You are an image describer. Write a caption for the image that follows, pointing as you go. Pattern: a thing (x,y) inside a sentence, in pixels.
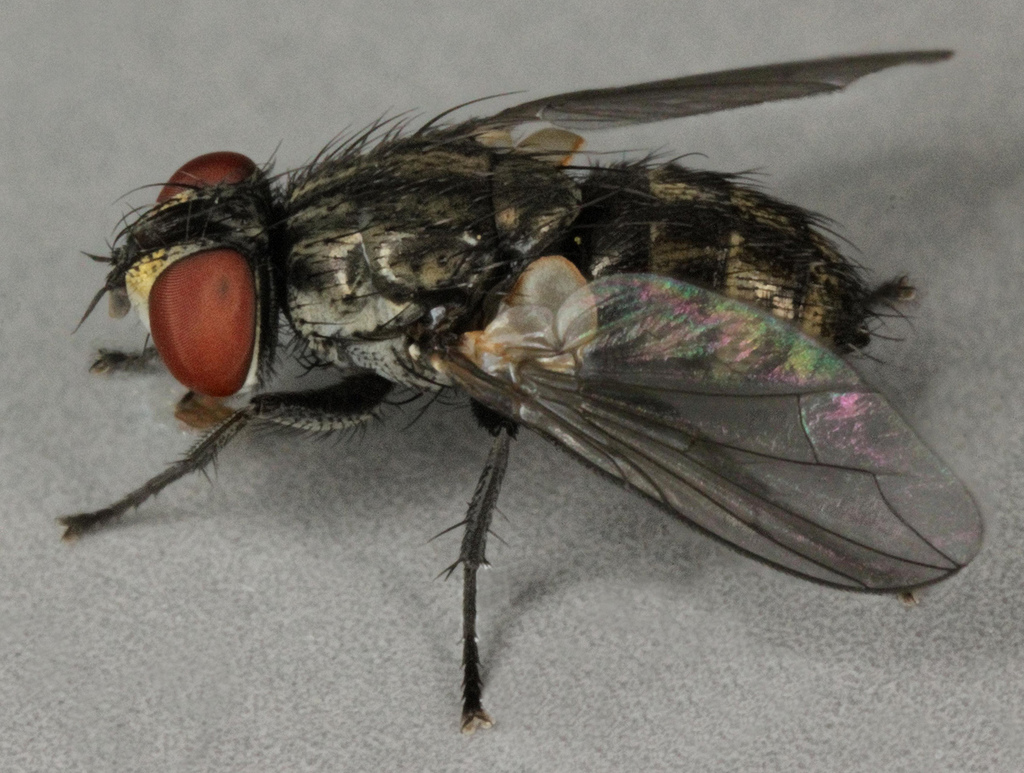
In this image there is a house fly (647,429) on the path (379,554).
